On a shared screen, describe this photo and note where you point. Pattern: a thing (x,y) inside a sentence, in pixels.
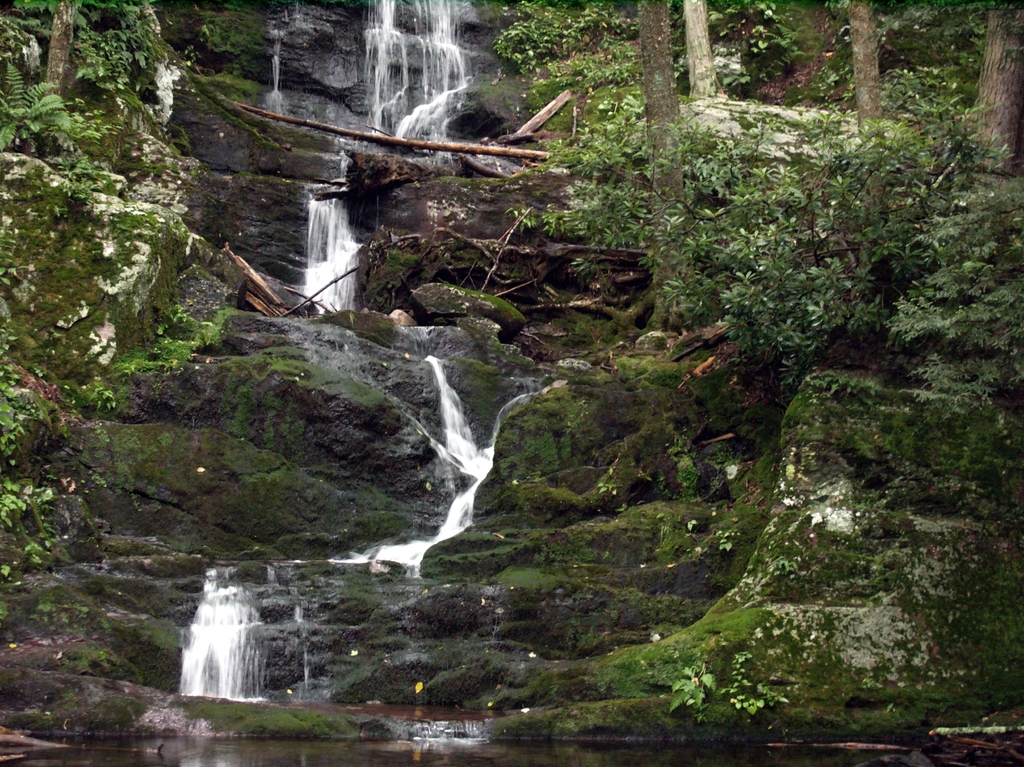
As we can see in the image there is a hill (760,402), grass (302,722), trees (742,158) and water (292,753).
